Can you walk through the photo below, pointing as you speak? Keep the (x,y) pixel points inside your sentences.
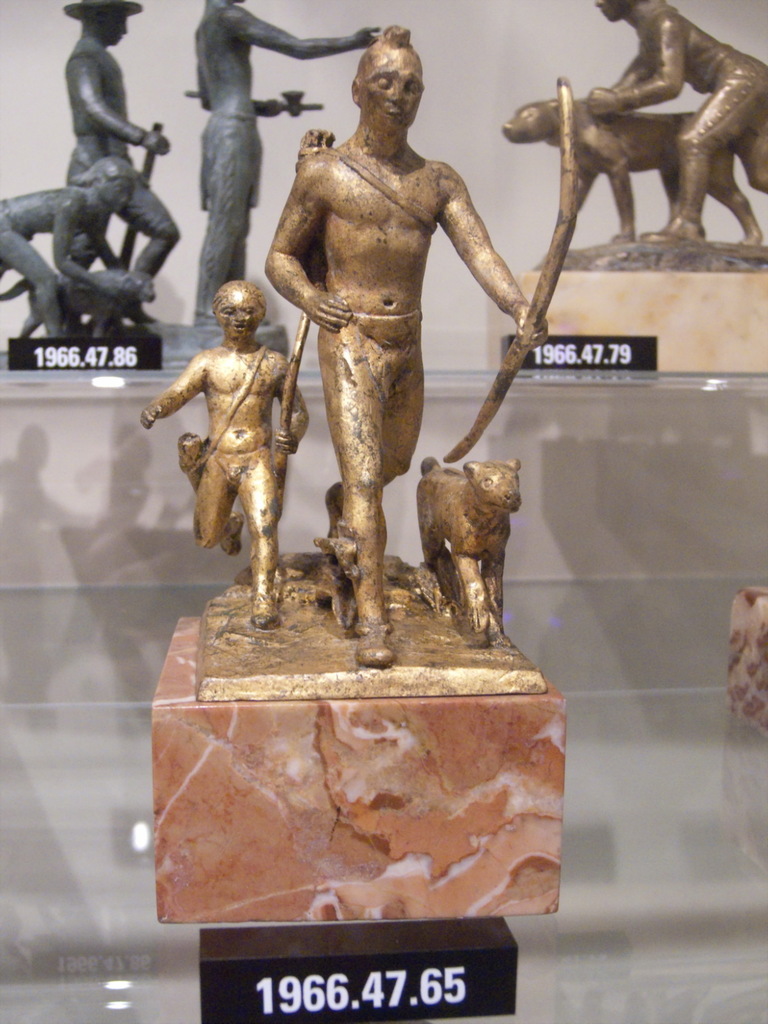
Here there are persons (357,149) standing, this is child (276,472) and animal (498,548), this sculpture (314,596) is of golden color, this are written text (138,351), in the background (502,95) there is white color.
